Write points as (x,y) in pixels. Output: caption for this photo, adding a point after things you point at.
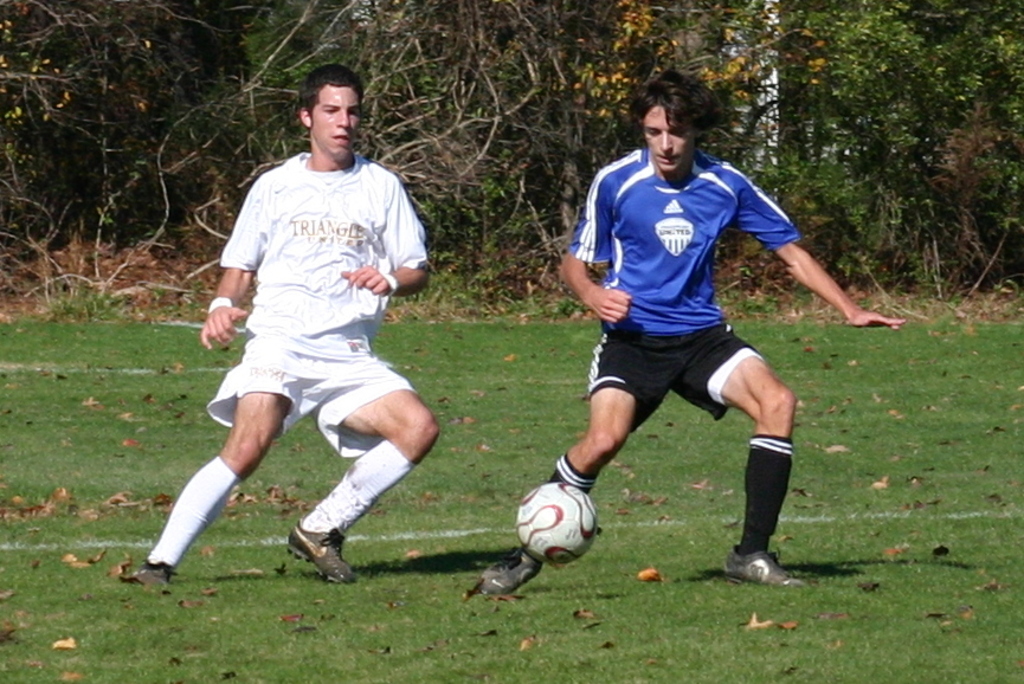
In this picture there are two boys (391,475) in the center of the image (640,260) on the grassland (304,594), they are playing football and there is a ball (579,525) at the bottom side of the image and there are trees (380,10) in the background area of the image (380,10).
